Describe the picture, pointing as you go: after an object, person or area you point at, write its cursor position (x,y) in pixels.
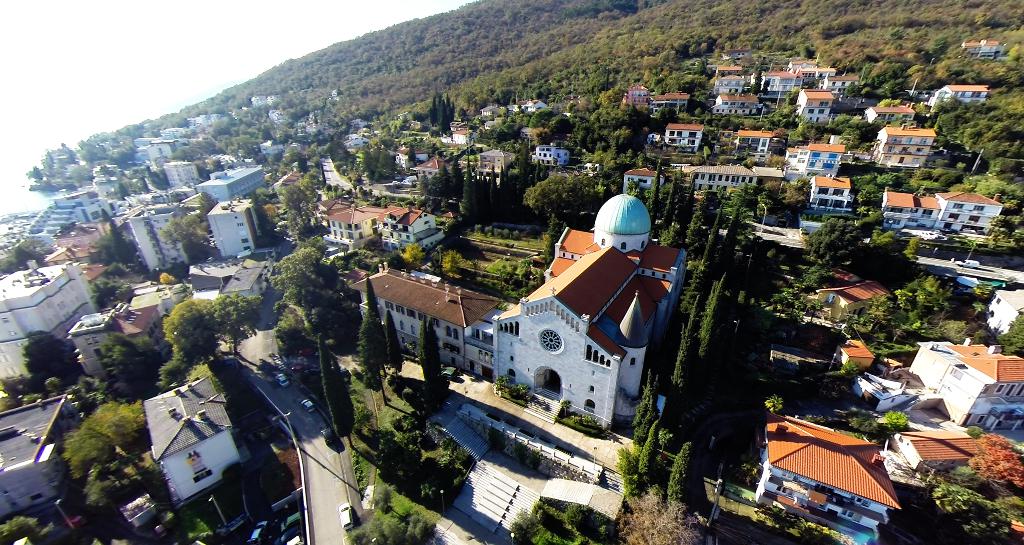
In this image there are buildings (591,314), trees (598,183), vehicles (974,265), roads (323,473), poles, plants (579,422), grass (410,504), sky (185,81) and objects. Vehicles (285,376) are on the roads (342,502).
